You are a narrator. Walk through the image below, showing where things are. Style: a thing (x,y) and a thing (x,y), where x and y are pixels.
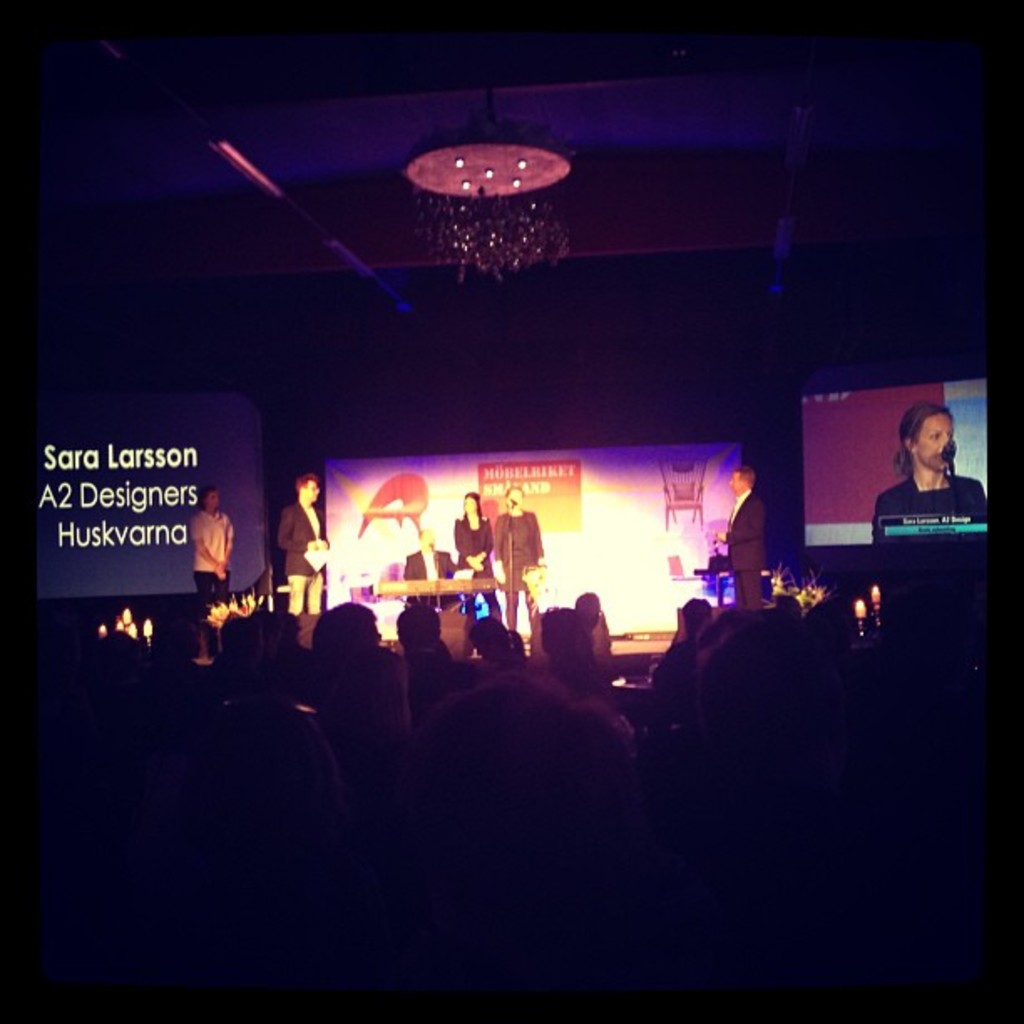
There are few people (217,548) standing. This looks like a hoarding (620,509). These are the screens (980,430) with displays (228,471). Here is a person (426,572) sitting. At the top of the image (491,243), I think this is a chandelier (498,230), which is hanging. I think there are group of people (459,816) sitting.
